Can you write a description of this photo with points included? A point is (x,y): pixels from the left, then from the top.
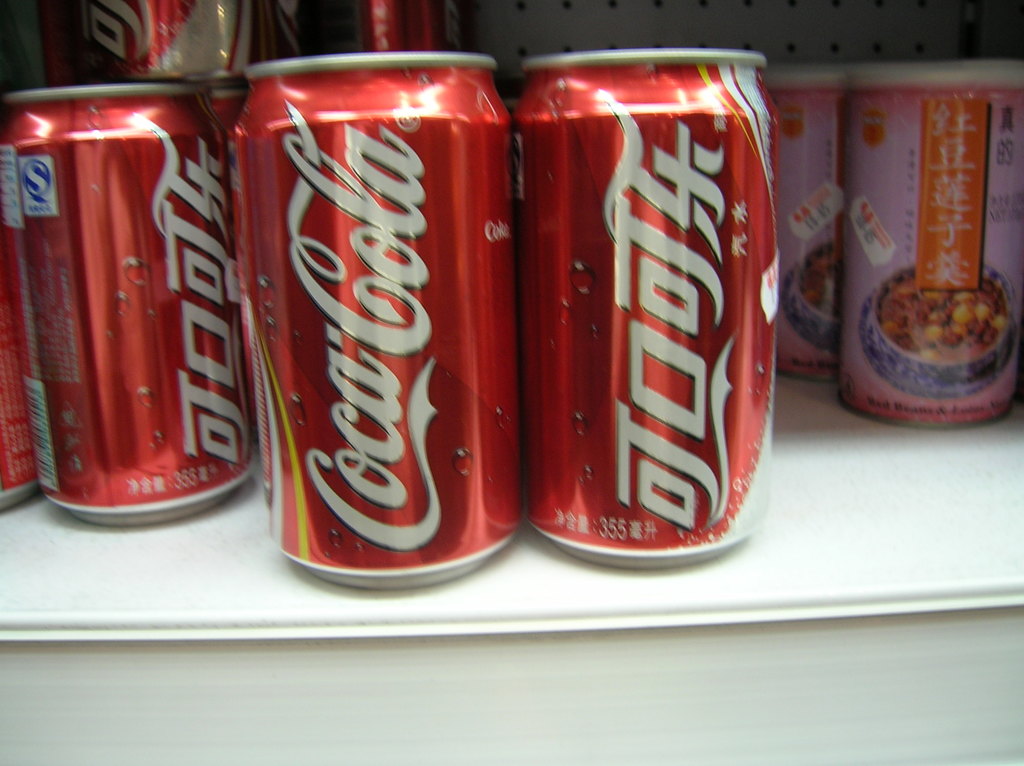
In this image there are coke tins (346,373) and some other items (977,115) on the shelf (74,542).
